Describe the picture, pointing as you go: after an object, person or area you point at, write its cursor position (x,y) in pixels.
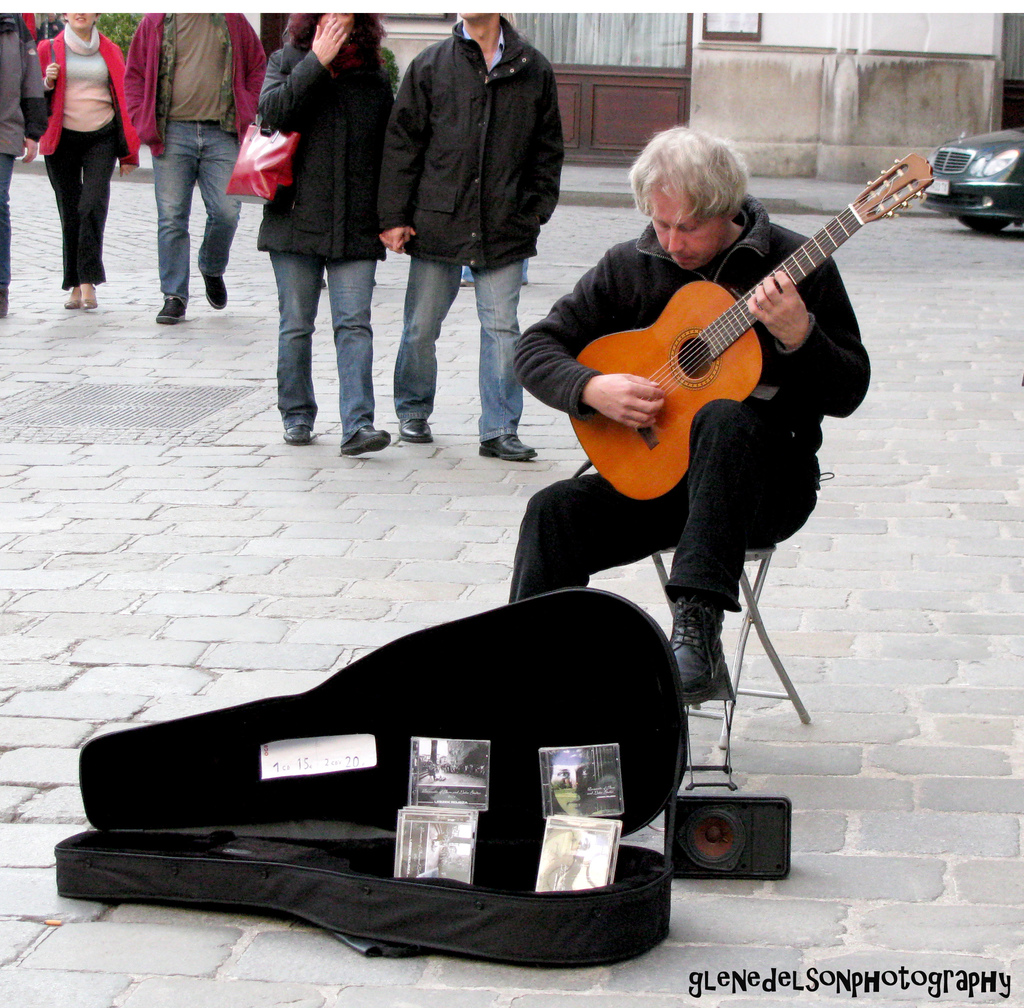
A person (700,466) is playing guitar (673,467) in front of him there is a bag (519,828) and speaker (728,817). Behind him there are few people (376,112) are walking, a building (619,104), door (639,109) and a car (984,206).
